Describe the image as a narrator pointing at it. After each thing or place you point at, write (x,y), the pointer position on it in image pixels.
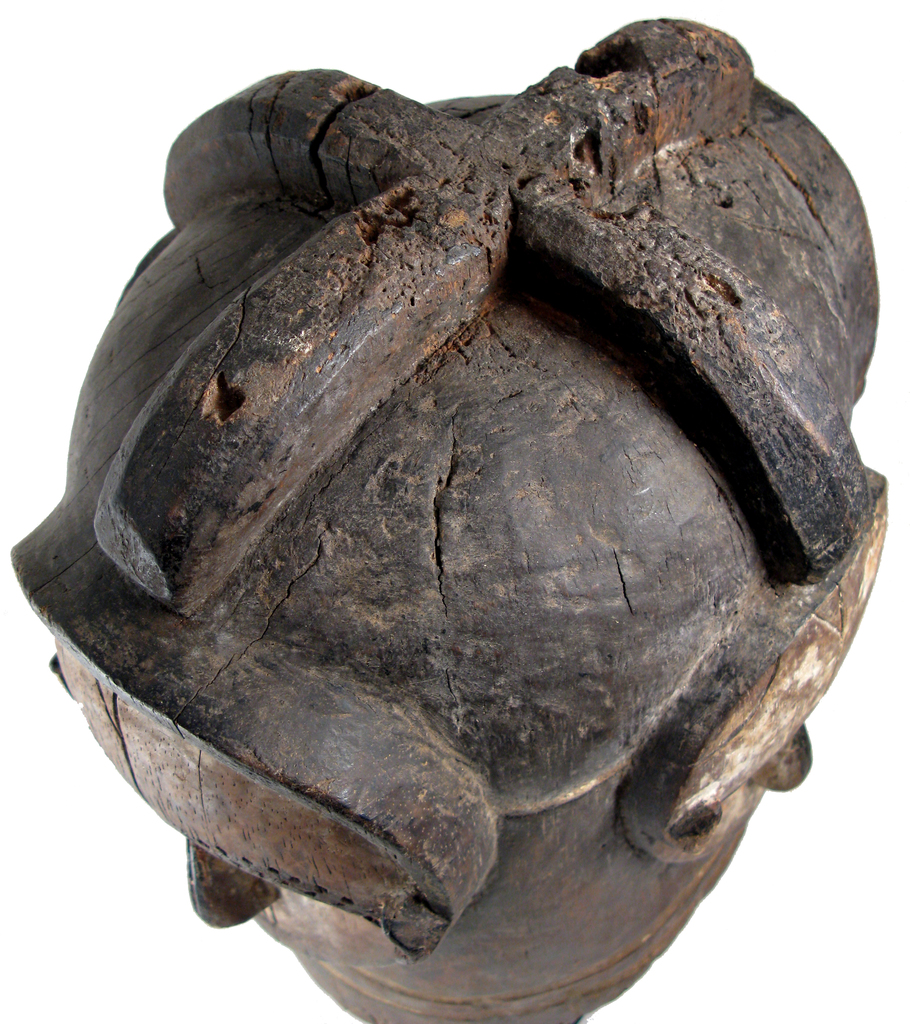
In this image I can see a wooden object (430,190) which is in brown color and I can see white color background (15,206).
